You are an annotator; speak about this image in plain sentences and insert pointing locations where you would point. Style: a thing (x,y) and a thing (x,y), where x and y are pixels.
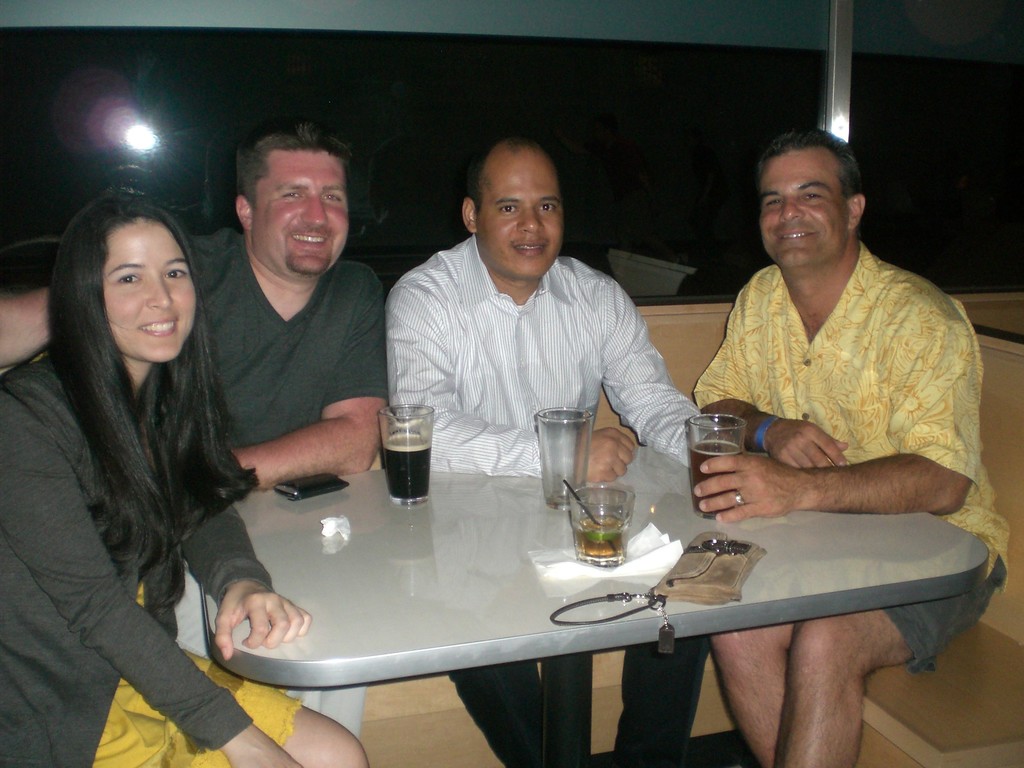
In the image there are group of men and women (225,354) sat on sofa (1015,379) around the table (616,580), they had glasses (586,484) on the table (402,565).
